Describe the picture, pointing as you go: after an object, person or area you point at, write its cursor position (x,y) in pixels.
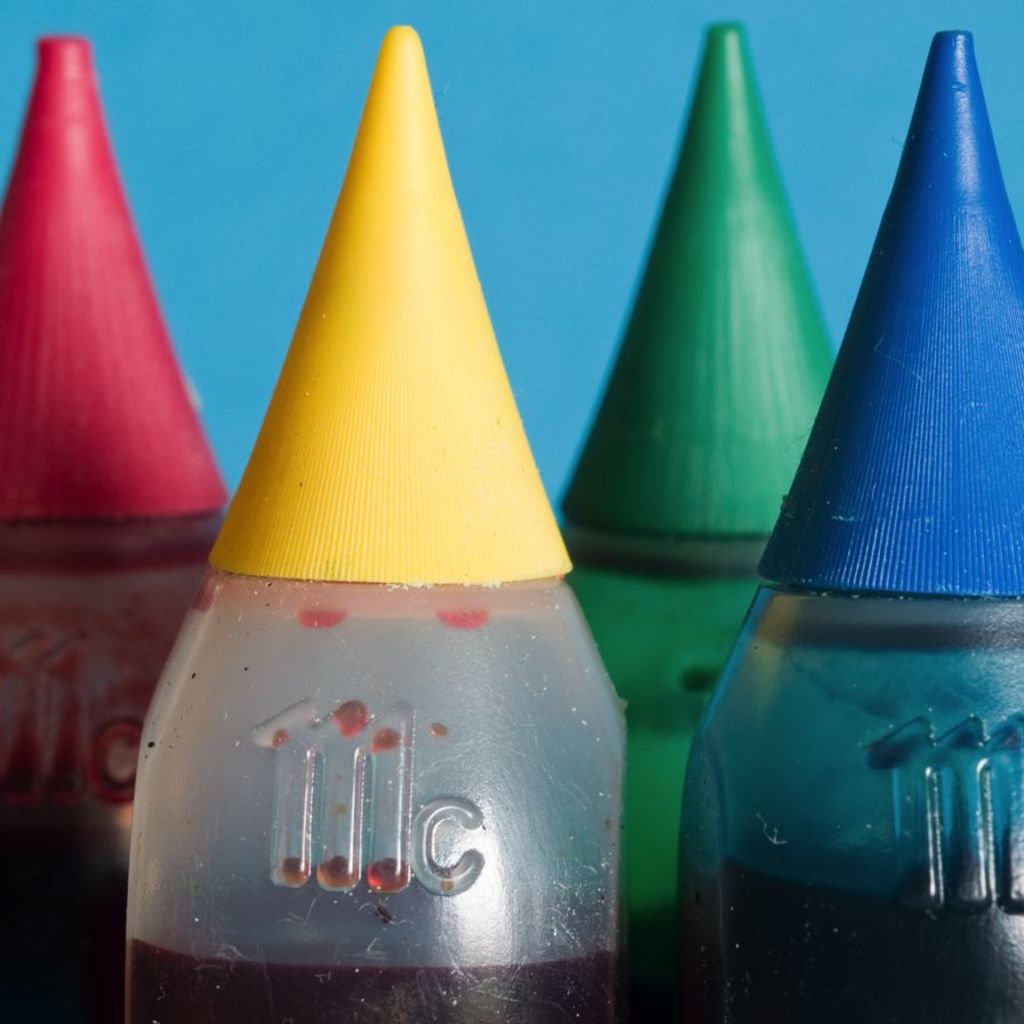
In the image we can see there are ink bottles (368,884) of printer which are in yellow, green, blue and pink colour.
